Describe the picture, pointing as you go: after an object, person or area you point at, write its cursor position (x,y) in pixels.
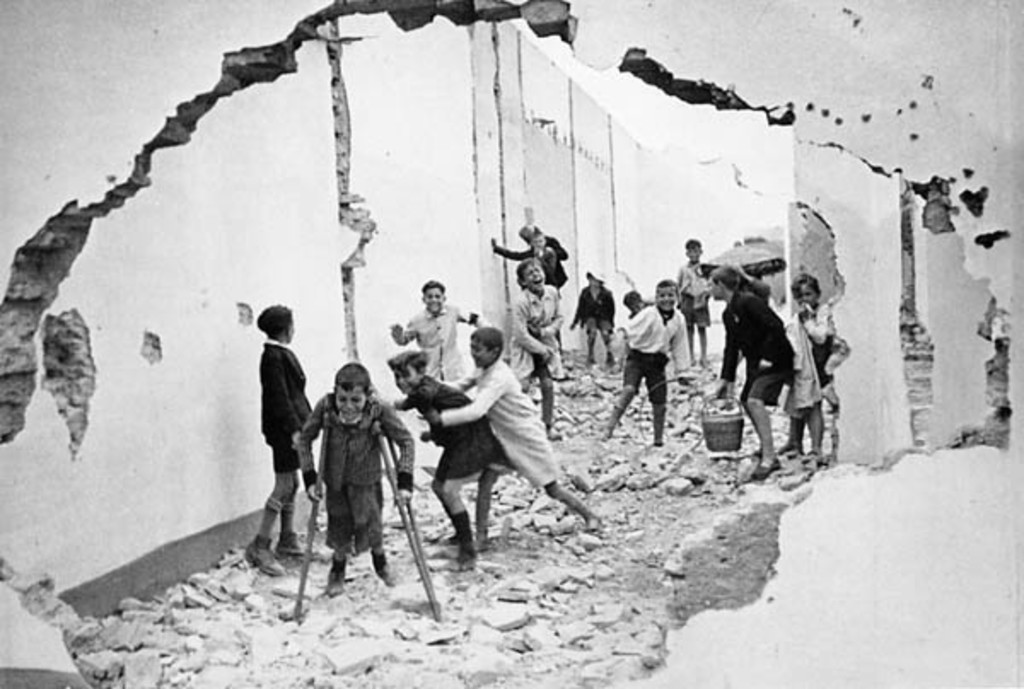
In this image I can see number of children (520,389) are standing. I can also see this image is black and white in colour.
